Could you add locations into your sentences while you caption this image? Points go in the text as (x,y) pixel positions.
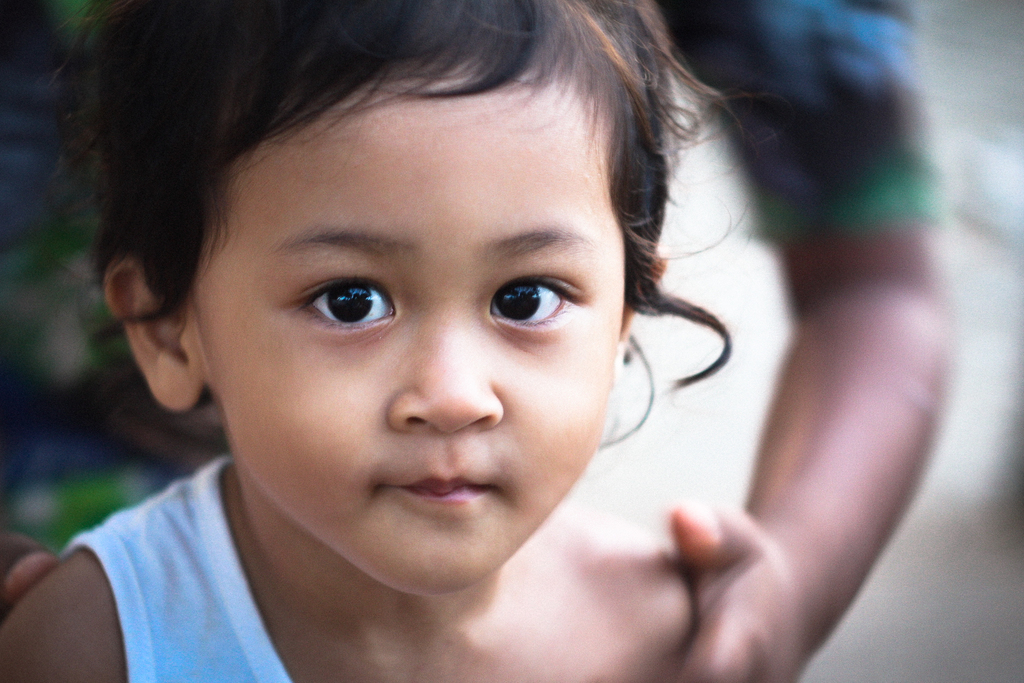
In this image there is a child (282,366), there is a person's hand (827,445), the background of the image (717,445) is white in color.
